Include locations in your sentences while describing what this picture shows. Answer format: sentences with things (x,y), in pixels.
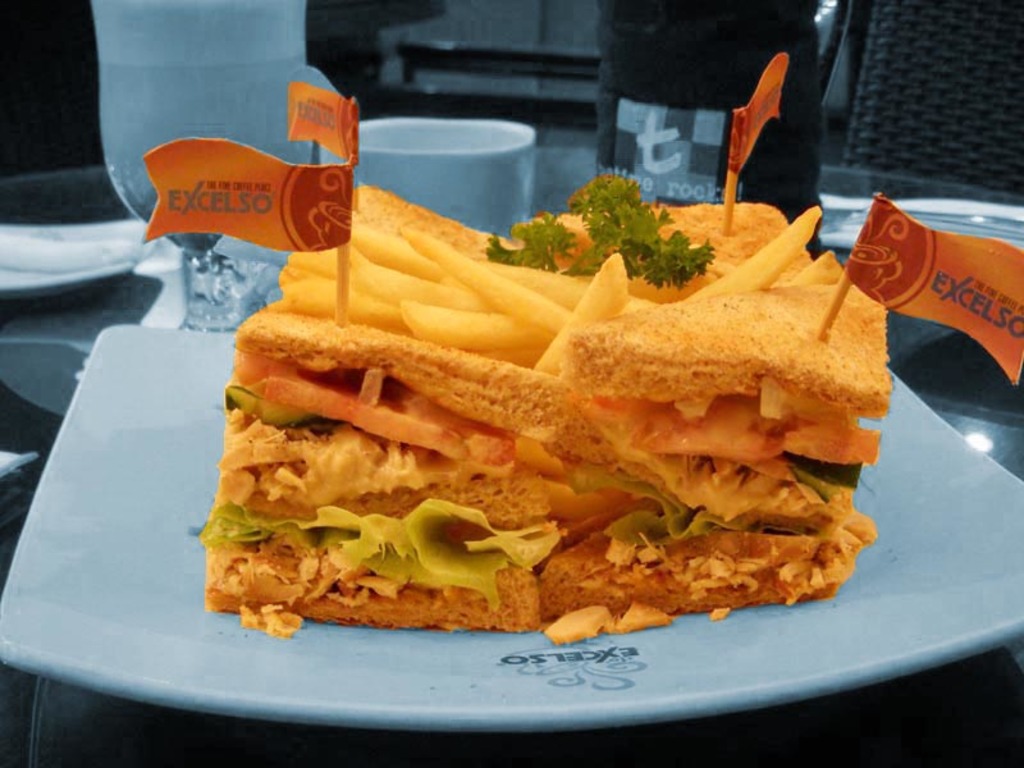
This is an edited picture. In the foreground of the picture (135,500) there is a food item (544,359), in the plate (228,626). In the background (183,86) there are glass (222,81), cup (370,162), plate (93,273), tissue (93,273) and chairs (969,105).
